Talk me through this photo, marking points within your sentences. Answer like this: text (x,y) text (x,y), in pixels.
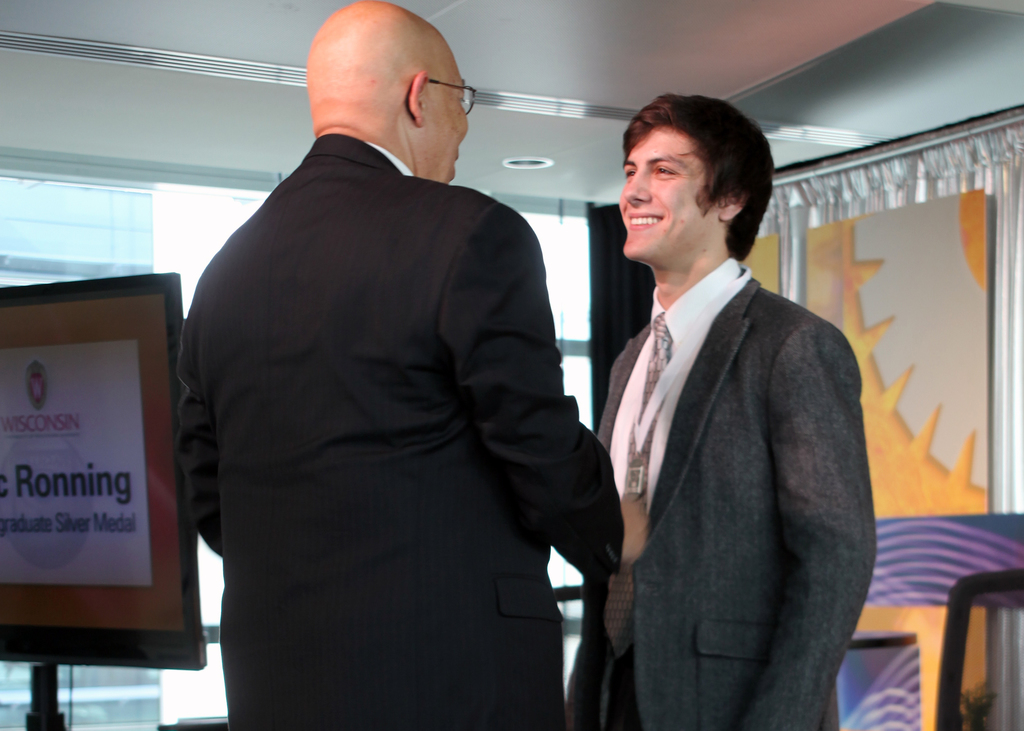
In this image we can see men (607,495) standing, information boards (172,431), electric lights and sky (209,578).
